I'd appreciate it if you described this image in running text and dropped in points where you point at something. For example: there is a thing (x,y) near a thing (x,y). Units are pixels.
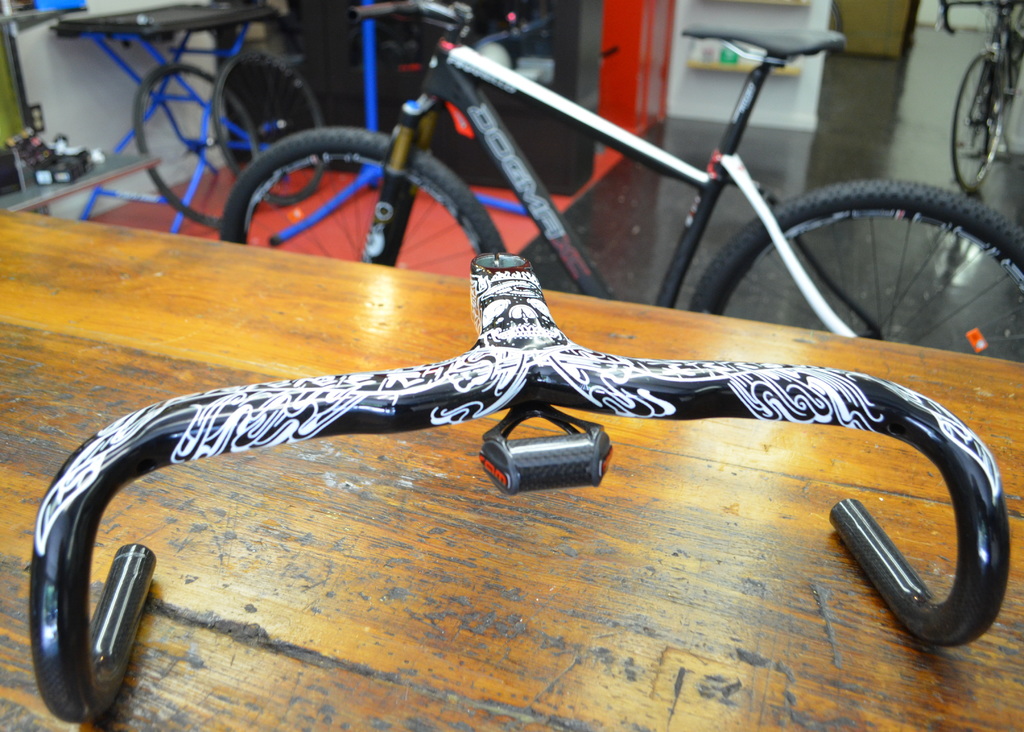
In the picture we can see a wooden plank (509,557) on it, we can see a bicycle handle (982,548) and in the background (990,257), we can see some bicycles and some table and a wall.
